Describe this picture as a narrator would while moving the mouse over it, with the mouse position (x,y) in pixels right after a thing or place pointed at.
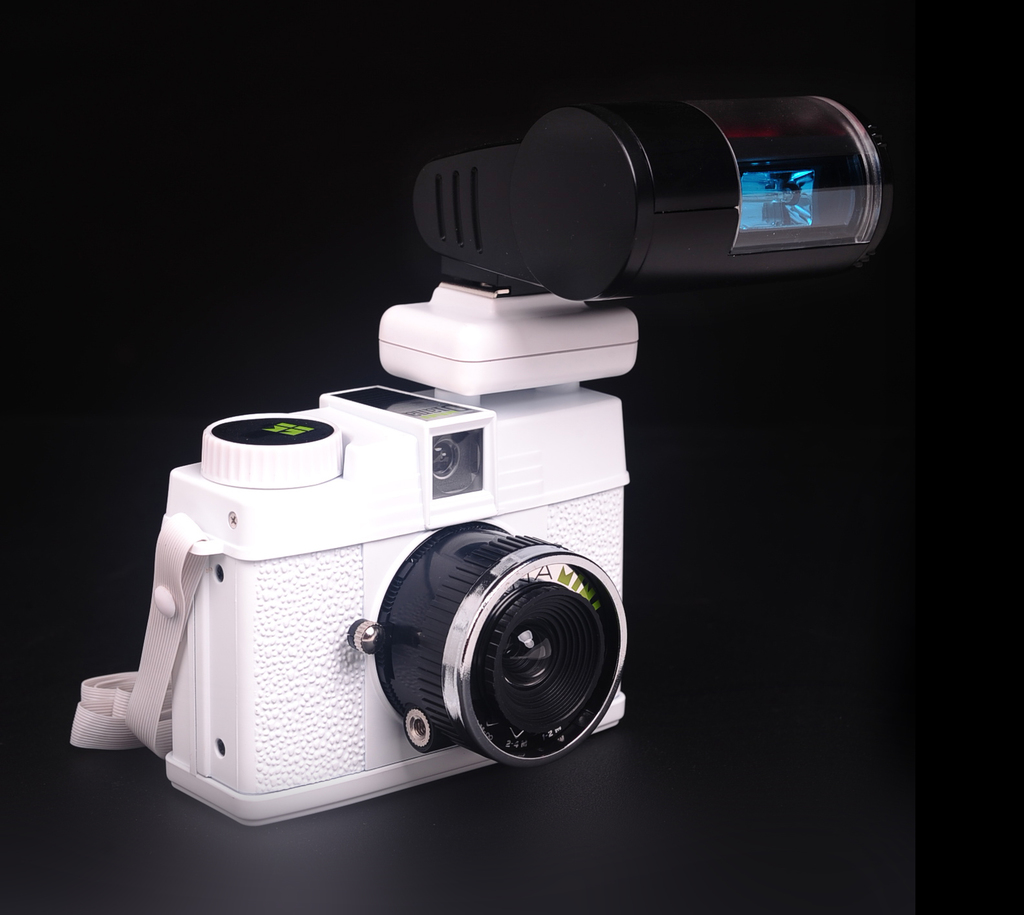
In this picture we can see a camera (501,393) and there is a dark background (106,141).
